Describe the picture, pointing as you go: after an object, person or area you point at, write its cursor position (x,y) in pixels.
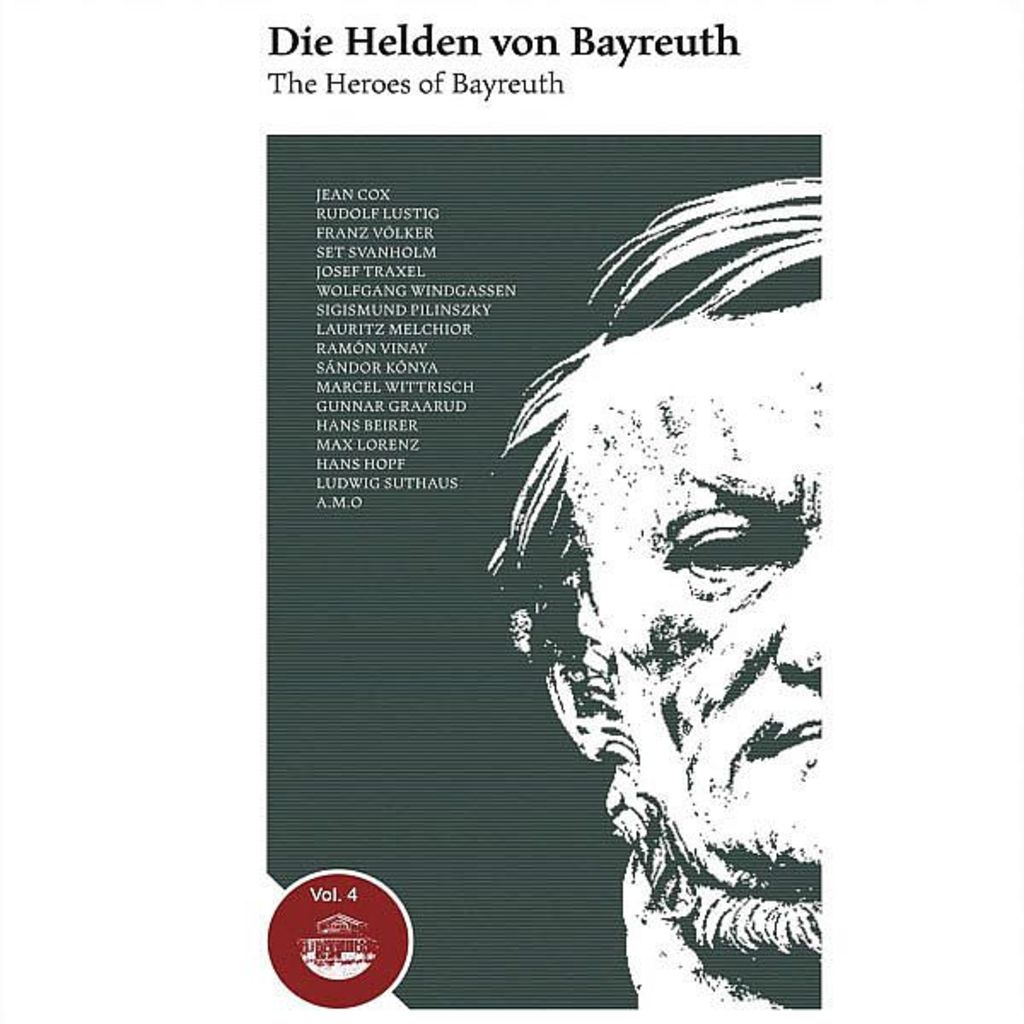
In this image I can see the person (569,657) and I can see something is written on the image.
